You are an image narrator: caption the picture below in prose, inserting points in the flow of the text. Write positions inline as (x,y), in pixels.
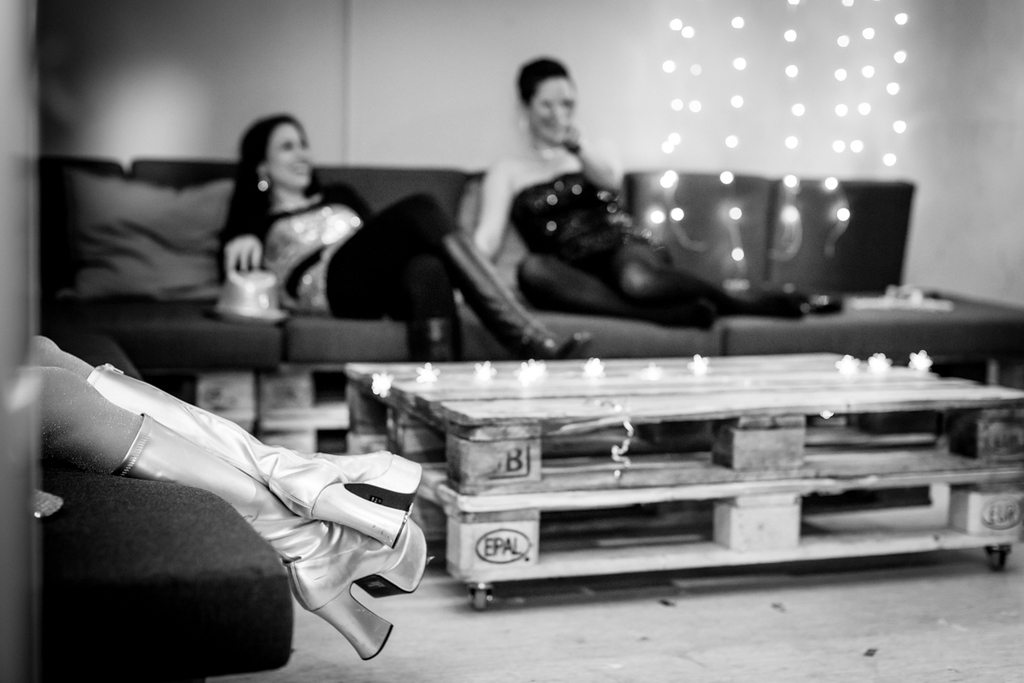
This is a black and white image. There are sofas (901,327) and people (273,227) are sitting on that sofas (711,282) in the middle (481,327). There is a table (587,459) in the middle (488,412). There are lights (481,380) in the middle (481,380).
